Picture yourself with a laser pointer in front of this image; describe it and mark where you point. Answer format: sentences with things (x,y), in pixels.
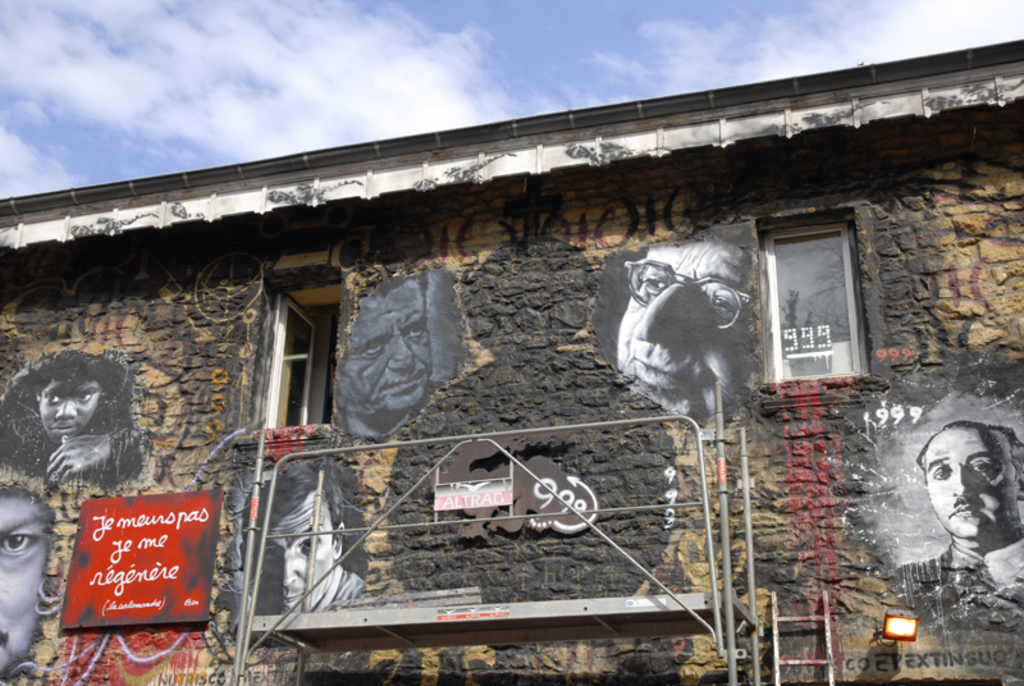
Here we can see pictures (74,463) of persons (49,393) on a wall (574,334), windows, light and a ladder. Here there is a metal object (246,588). In the background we can see clouds (1017,8) in the sky (259,97).
